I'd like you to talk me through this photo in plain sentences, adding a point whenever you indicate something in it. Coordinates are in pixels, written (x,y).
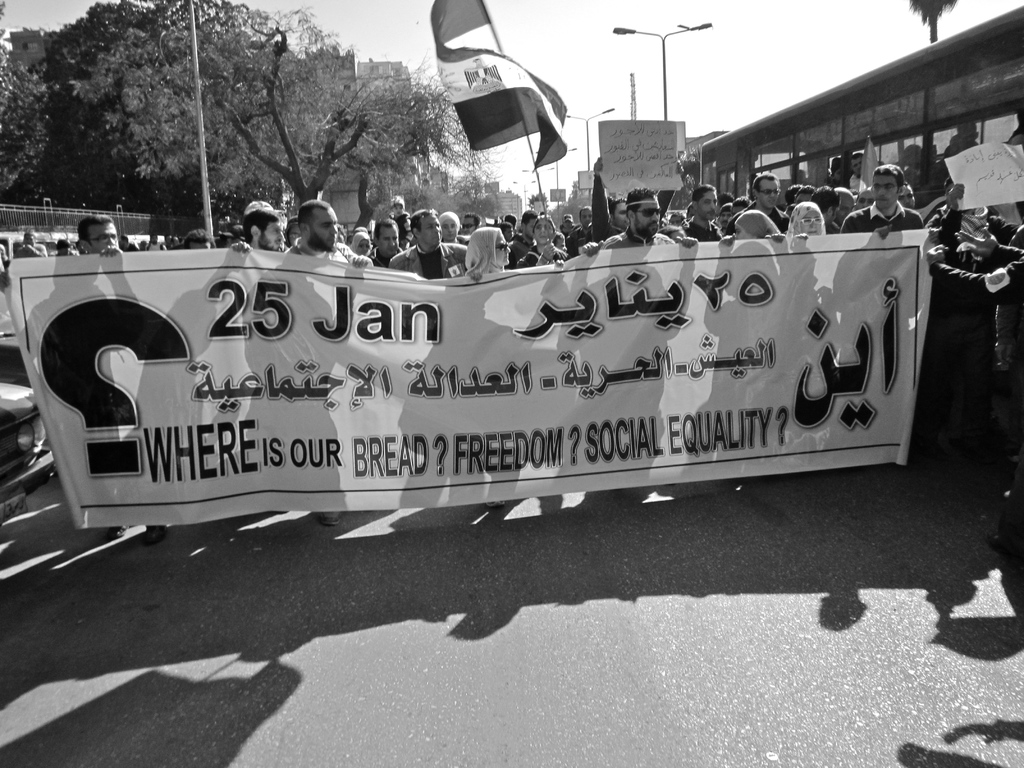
In the picture I can see people (334,245) among them the people (574,253) in the front (596,354) are holding banner (252,331) on which I can see there is something written on it. Some of them are holding flag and placards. In the background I can see trees (357,164), street lights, fence (169,227), the sky (630,61) and some other objects (726,176). This picture is black and white in color.
